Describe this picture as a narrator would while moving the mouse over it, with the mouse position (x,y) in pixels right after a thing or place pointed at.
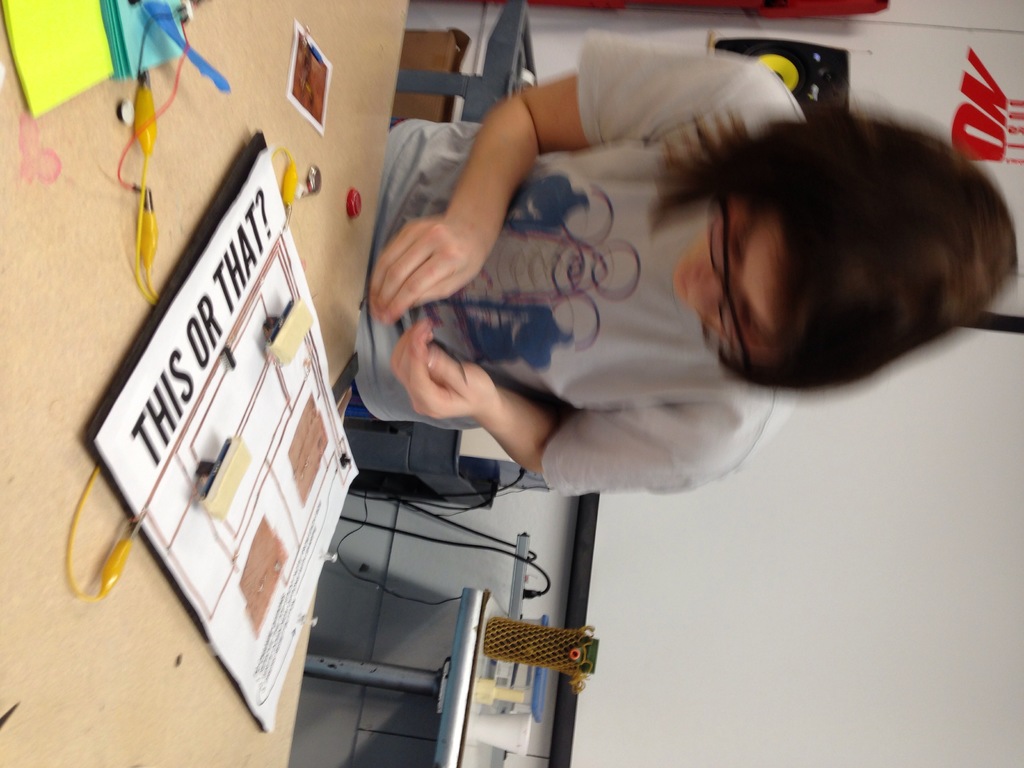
Here in this picture we can see a woman (506,290) standing over a place and in front of her we can see a table (373,105) present on which we can see a cardboard (246,210) with something (290,343) present on it over there and we can see other cable wires (135,142) and papers (49,51) present on it over there and we can see she is wearing spectacles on her and behind her also we can see some things (520,697) present on the table (453,747) over there and we can also see wires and extension (511,600) present and on the wall (729,32) we can see posters (926,51) present and we can see a projector screen (978,362) present on the wall (563,573) over there.
